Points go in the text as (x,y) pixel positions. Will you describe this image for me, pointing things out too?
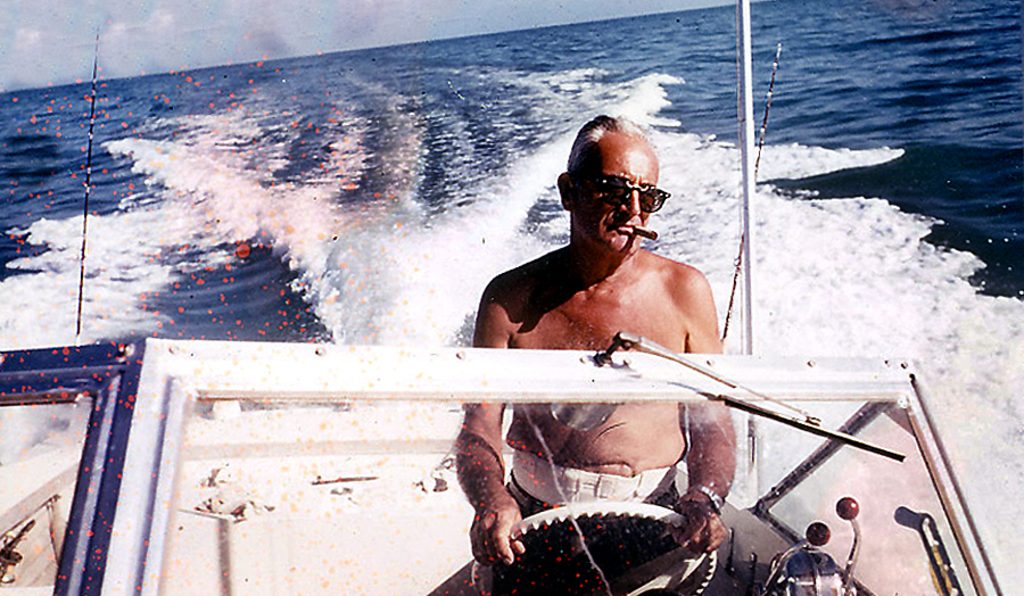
In this image I can see a person (619,310) standing on the boat (316,572). There is water (420,133) and in the background (74,29) there is sky (110,52).
